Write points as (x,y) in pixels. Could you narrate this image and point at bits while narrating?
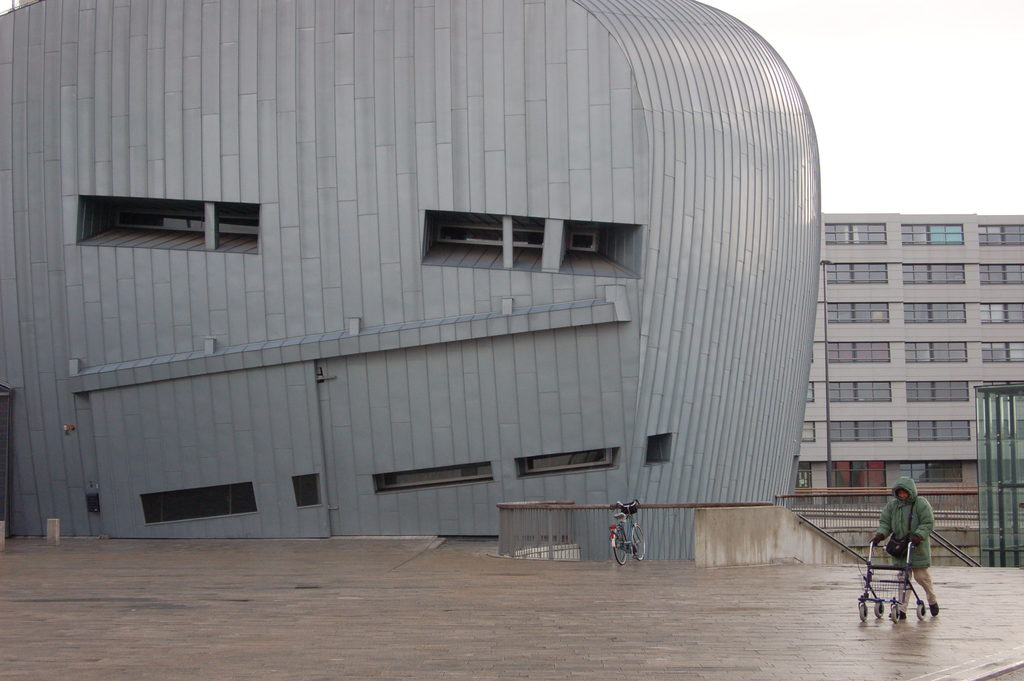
At the center of the image (531,267) there are some buildings (715,346). On the bottom right side (926,536) there is a person (923,565) standing. In the background (875,123) there is a sky (928,120).
